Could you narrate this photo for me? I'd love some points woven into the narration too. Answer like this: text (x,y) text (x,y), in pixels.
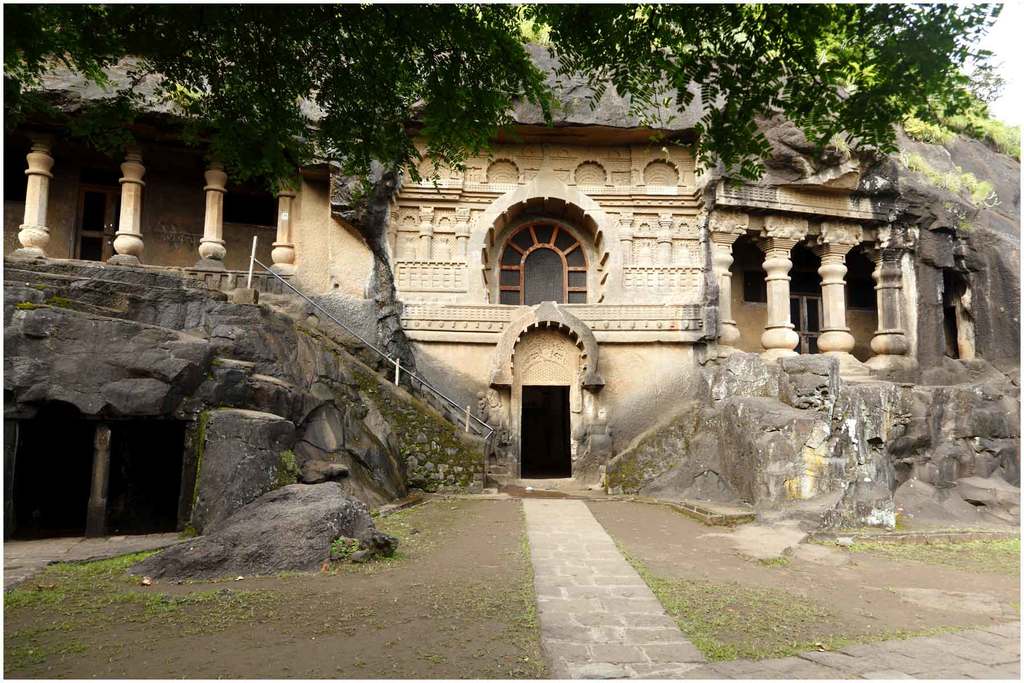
In this image we can see a building (825,355) carved on a stone (988,266) with a door (559,452) and a window (551,259) and group of poles (826,303). In the background (989,97), we can see a group of trees (943,95) and sky (1014,82).
